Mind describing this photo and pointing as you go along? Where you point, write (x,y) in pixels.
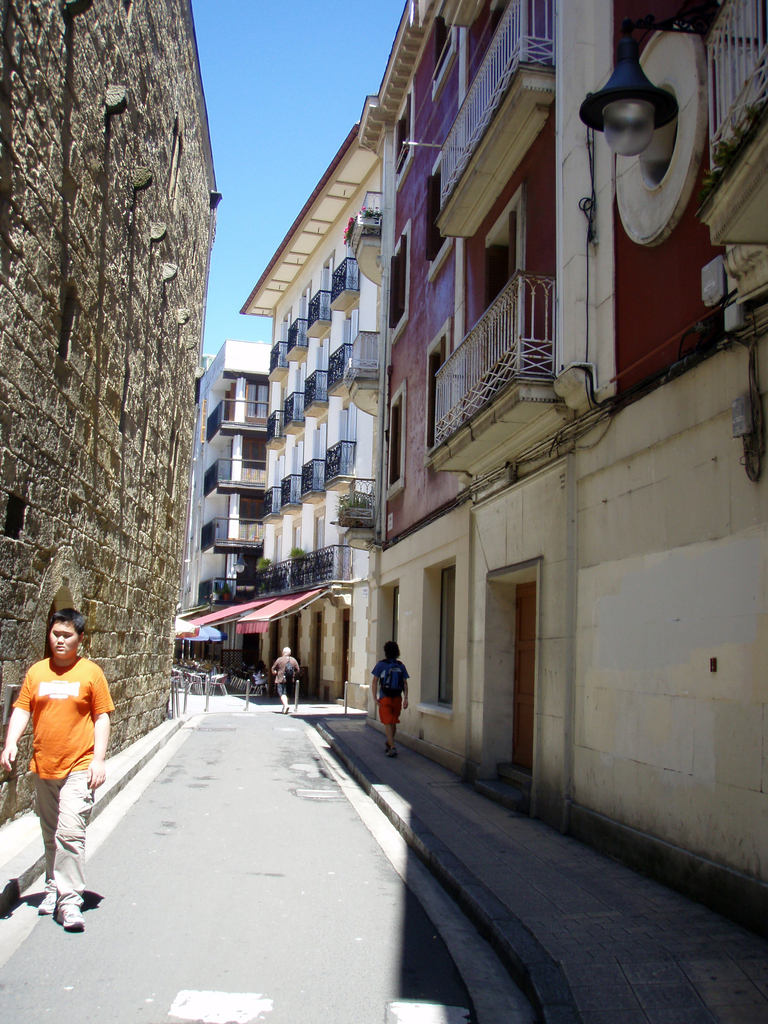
In this picture there are people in the image and there is a wall (51,360) on the left side of the image (36,357) and there are buildings (419,340) in the center of the image (347,494), on which there are windows (353,329) and there are stalls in the background area of the image (244,631).
